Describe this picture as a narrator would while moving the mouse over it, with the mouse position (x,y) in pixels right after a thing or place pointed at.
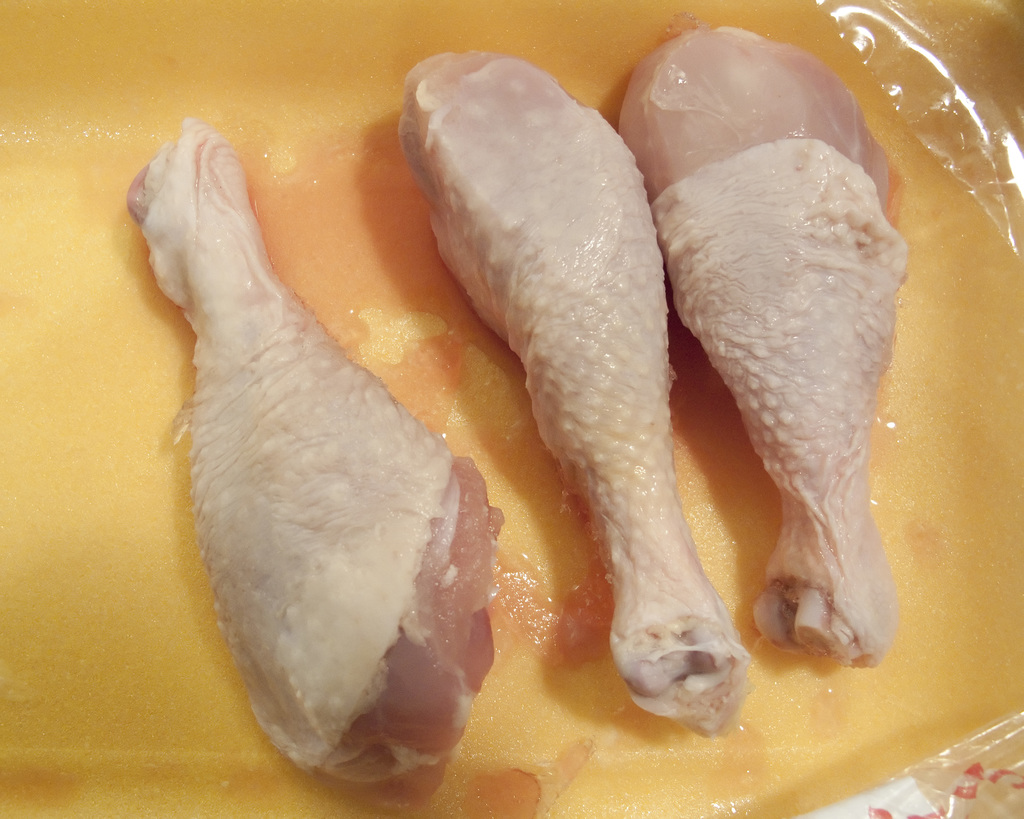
In this image we can see three chicken drumsticks (386,532) are kept in a yellow color container (99,569).
